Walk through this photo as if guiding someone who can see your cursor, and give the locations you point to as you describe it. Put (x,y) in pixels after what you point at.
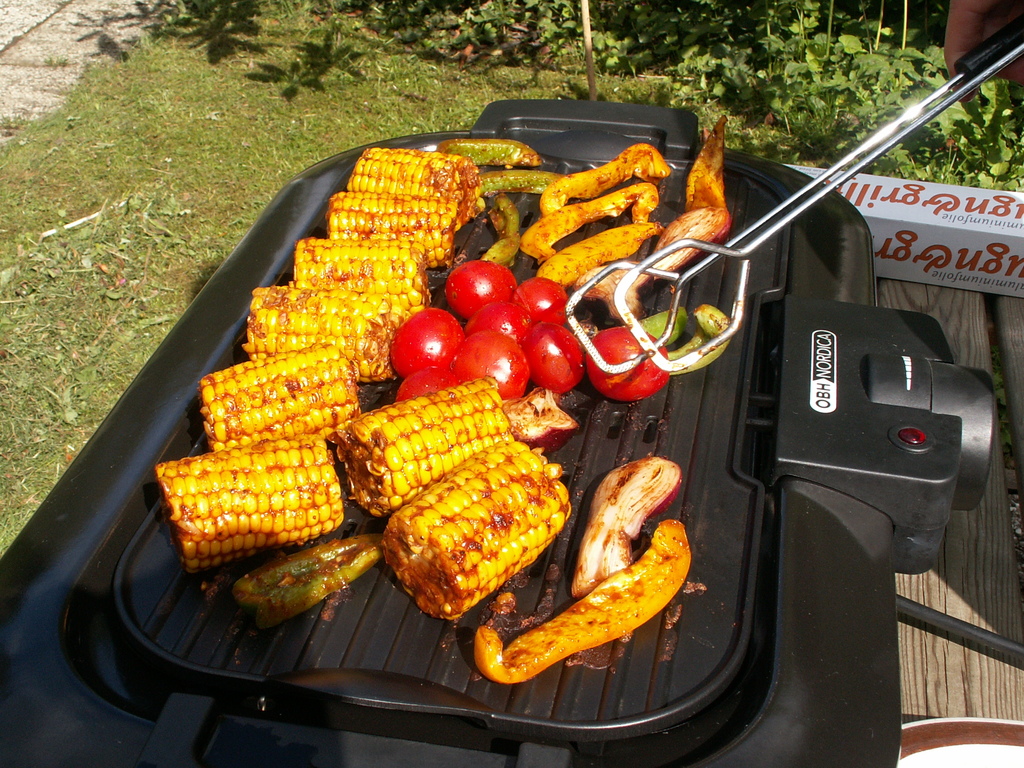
In this image we can see food (541,546) on a black object (617,420). In the top right (974,35), we can see a person (954,44) holding an object (709,261). On the right side (952,710), we can see few objects (951,726) on a surface (948,689). At the top (821,97) we can see grass (374,49) and a group of plants (842,91).
